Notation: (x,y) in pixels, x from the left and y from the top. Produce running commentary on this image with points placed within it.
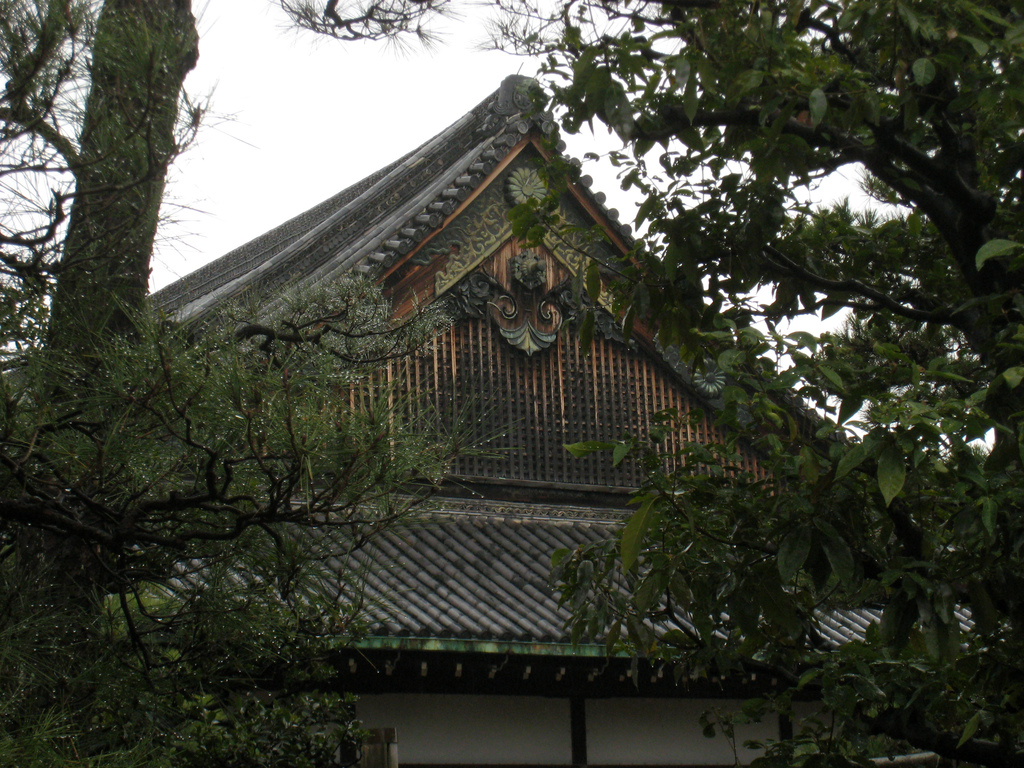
In this image I can see trees (378,483) and buildings (537,467). There is sky (247,117) at the top (295,103).
